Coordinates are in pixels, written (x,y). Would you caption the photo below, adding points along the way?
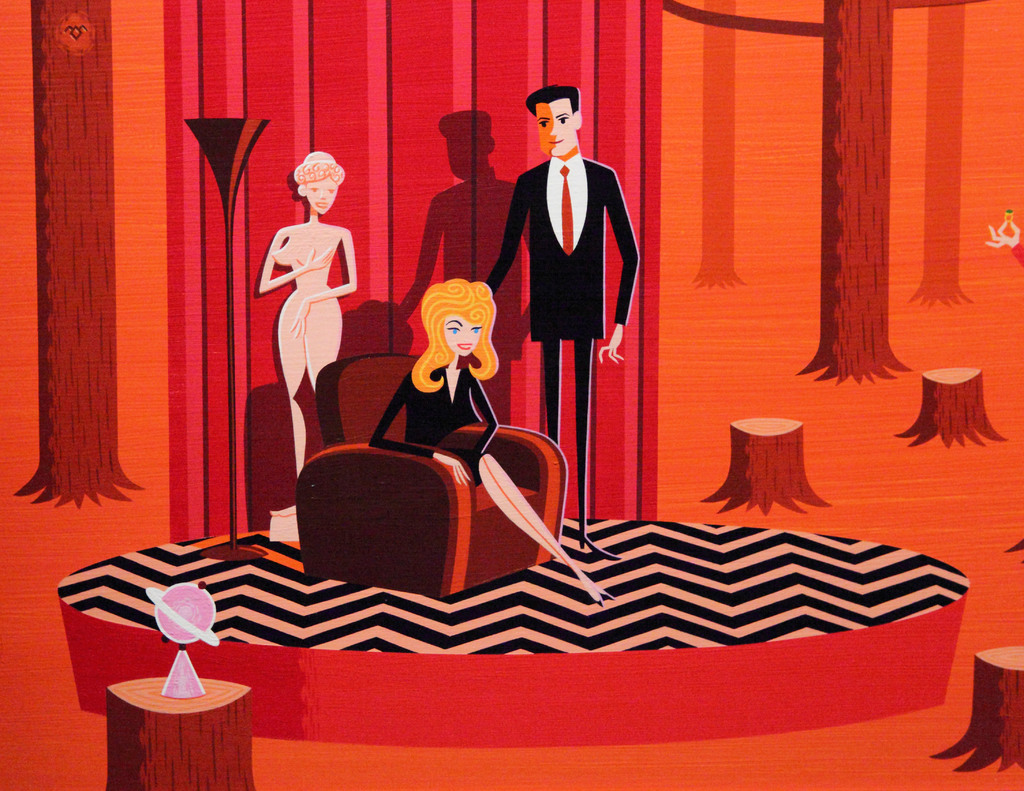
This is the cartoon image. In this picture, we see the illustration of the man (594,259) and two women (497,473). We see the man (537,227) and the women (319,336) are standing. In the middle (450,408), we see a woman (400,407) in the black dress (440,434) is sitting on the sofa chair (377,452). At the bottom (223,735), we see the stem (178,727) of the tree (211,692) on which a globe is placed. On the right side (853,99), we see the stems (879,341) of the trees (996,681). In the background (749,262), it is in orange, red and pink color.
